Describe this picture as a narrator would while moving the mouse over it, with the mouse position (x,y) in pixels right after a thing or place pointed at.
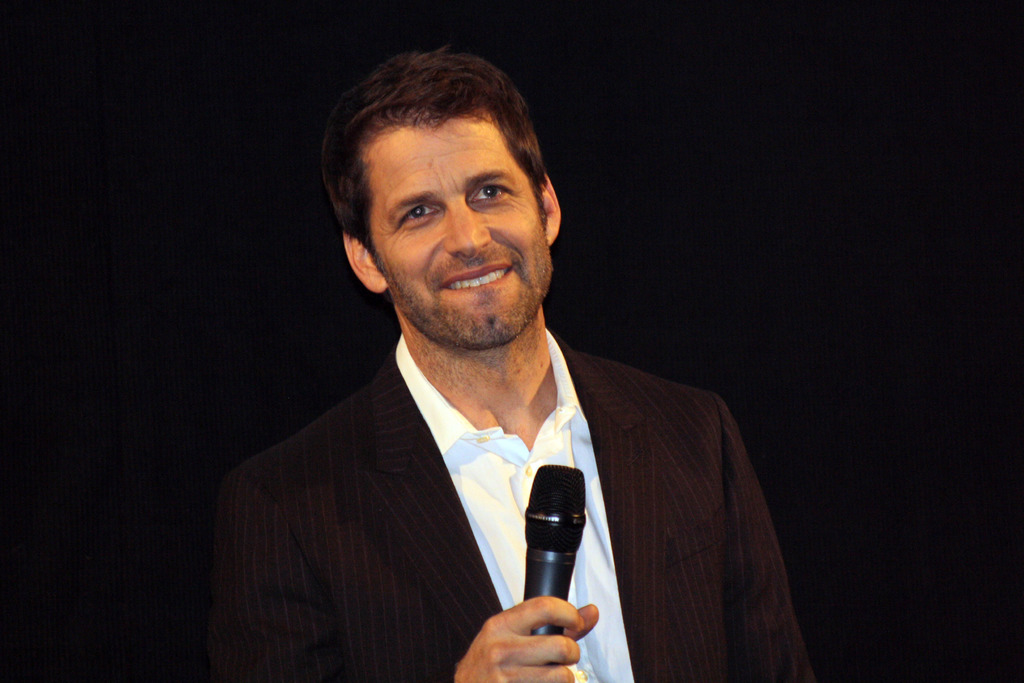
In this image i can see a man (535,369) holding a microphone (559,572).
